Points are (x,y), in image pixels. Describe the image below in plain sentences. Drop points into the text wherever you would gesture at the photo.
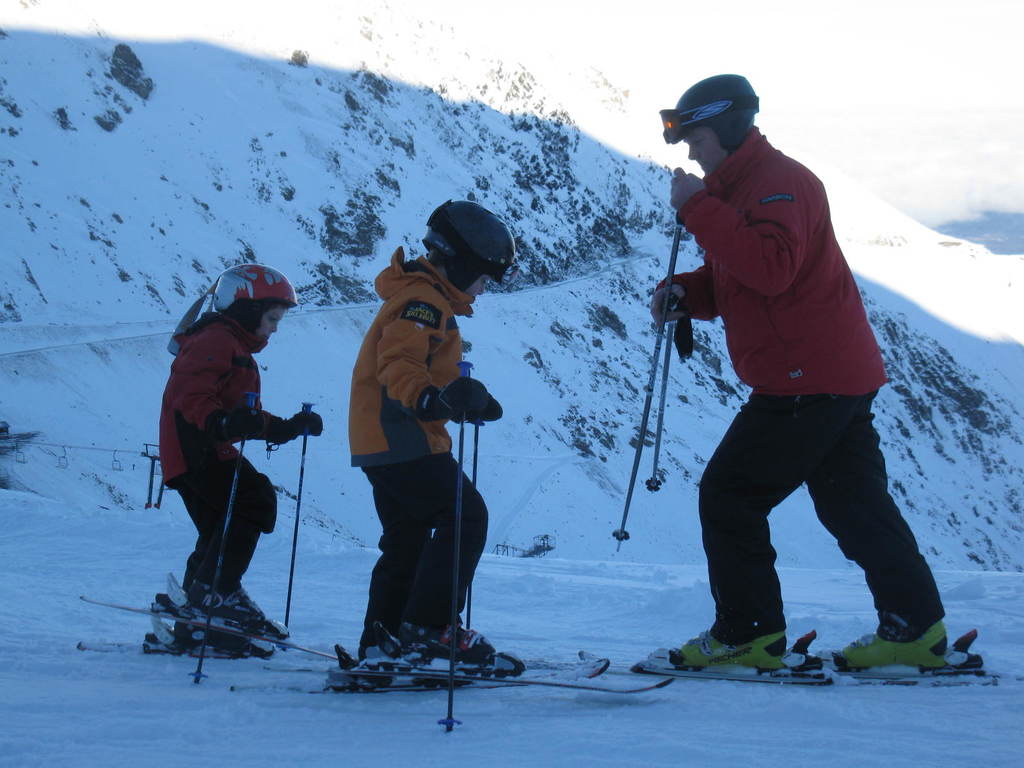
In this image I can see three persons (883,561) skating on the snow (358,529) and they are holding few sticks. In front (420,332) the person (354,377) is wearing orange and black color dress (363,468). In the background (632,172) I can see the snow (632,172) in white color.
